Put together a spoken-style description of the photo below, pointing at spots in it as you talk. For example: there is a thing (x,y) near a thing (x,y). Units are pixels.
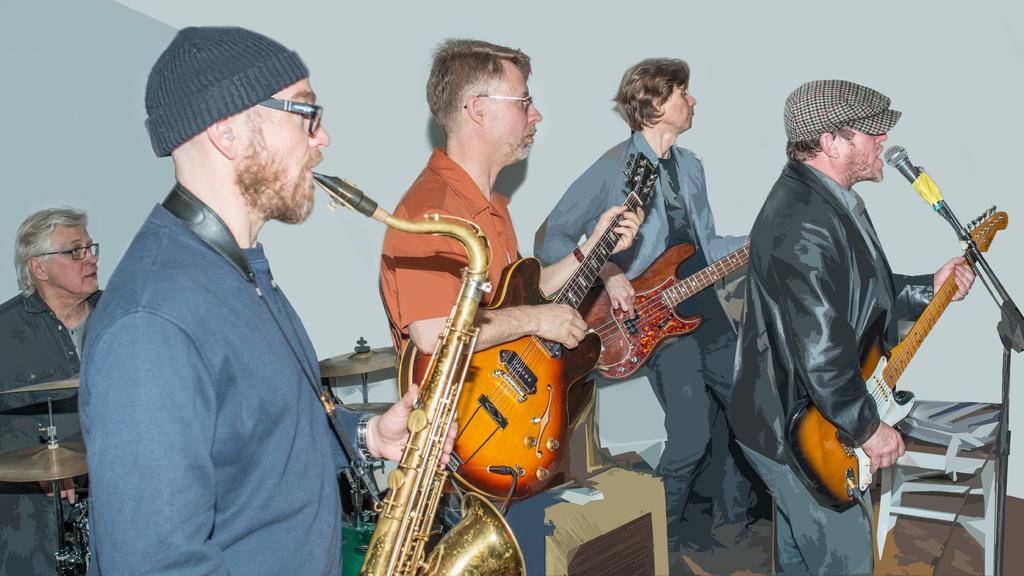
On the left (214,174) we can see two persons (196,374). One person (204,415) standing and holding saxophone (345,191), the other person (71,260) sitting. On the right (769,381) we can see three persons (829,384) were standing and holding guitar (684,253), in front there is a microphone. In the background (622,60) we can see wall (758,91), chair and few musical instruments (341,357).
